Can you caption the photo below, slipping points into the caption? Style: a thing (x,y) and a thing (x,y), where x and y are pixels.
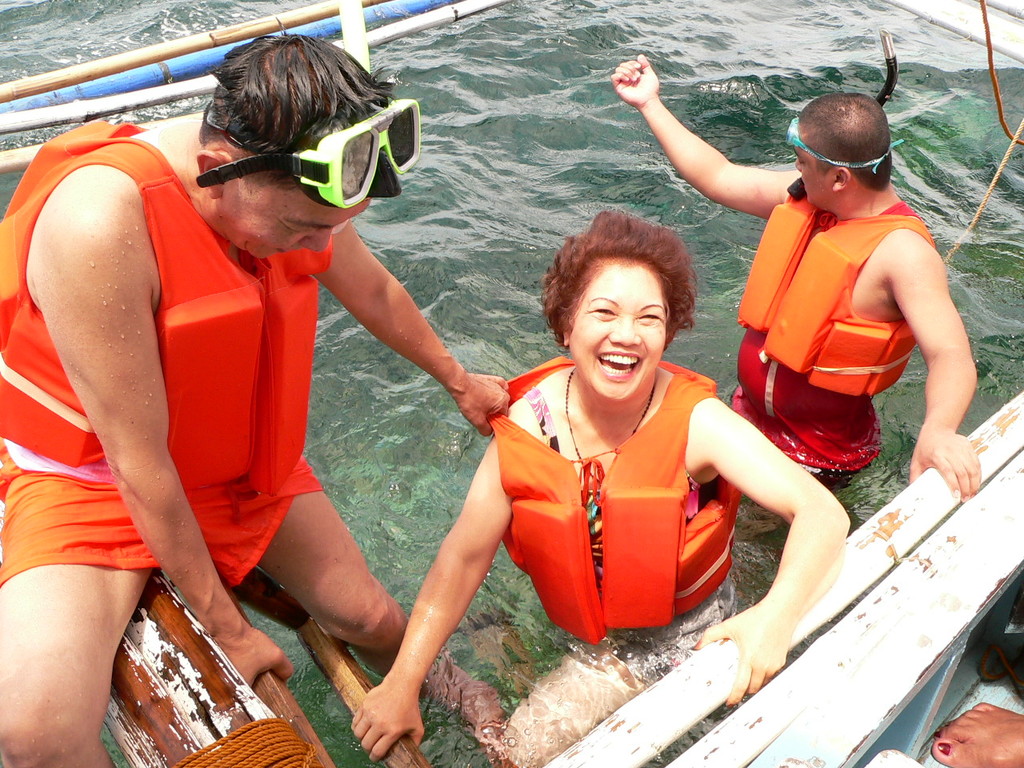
In this picture, we see three people (624,496) are in the water (412,495). The man (219,382) on the left side (207,461) is sitting on the wooden stick (128,686). Beside him, we see a wooden ladder (363,687). The woman (529,506) in the middle (572,442) is smiling. Beside her, we see an iron rod (843,600). In the background (135,84), we see the rods (136,88) in white and blue color.
